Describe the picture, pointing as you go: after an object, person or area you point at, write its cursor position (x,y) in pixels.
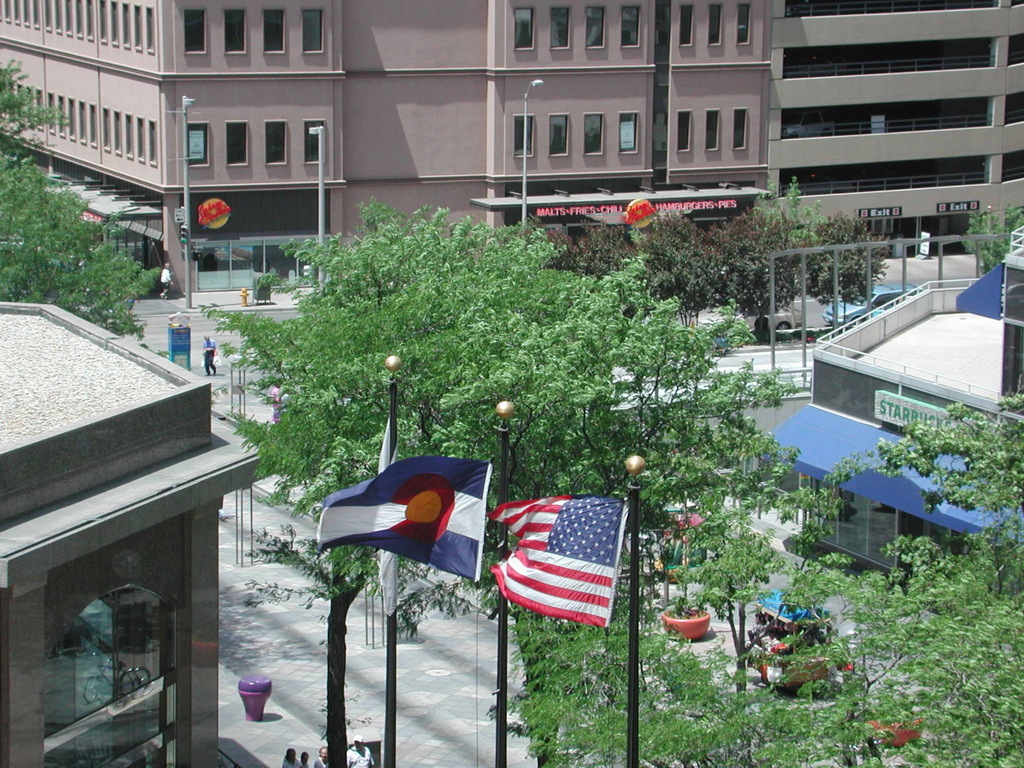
In this picture we can see buildings (952,22). Here we can see some peoples (349,766) are standing near to the road (313,640). In the center (675,502) we can see many trees (417,446). Here we can see street lights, poles (638,574) and flags (461,518).
